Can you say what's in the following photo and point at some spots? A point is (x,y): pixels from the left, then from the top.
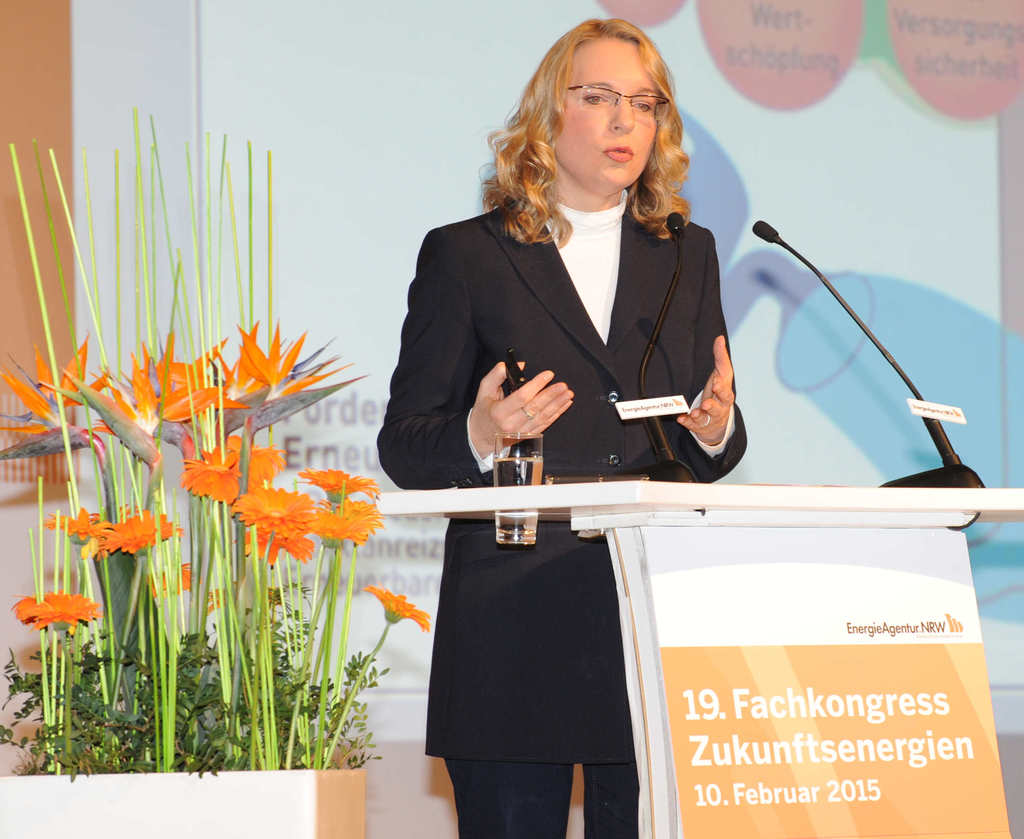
In the image in the center (521,315), we can see one woman (567,280) standing. In front of her, there is a stand (782,501), glass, microphone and banner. In the background (828,132) we can see plants (304,696), flowers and one screen (311,107).
